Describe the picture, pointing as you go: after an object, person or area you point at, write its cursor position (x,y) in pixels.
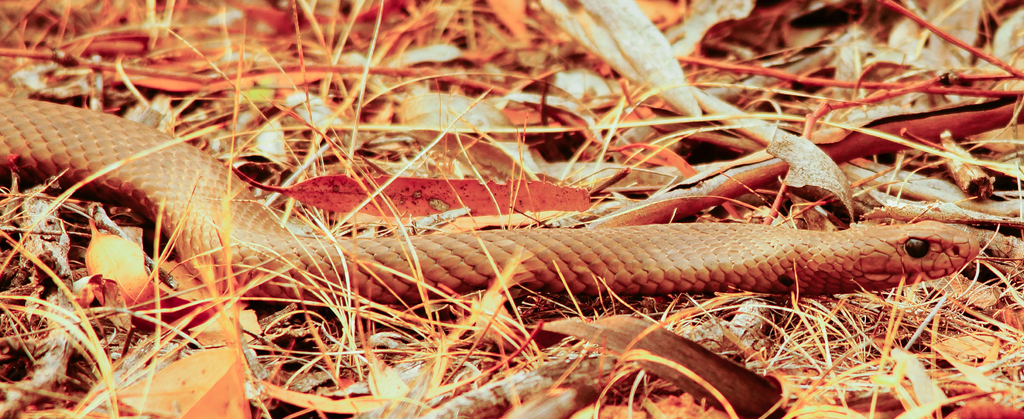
In this image we can see a snake (636,242). Around the snake (675,236) we can see dried leaves (556,331), grass (351,346) and twigs (580,364).
